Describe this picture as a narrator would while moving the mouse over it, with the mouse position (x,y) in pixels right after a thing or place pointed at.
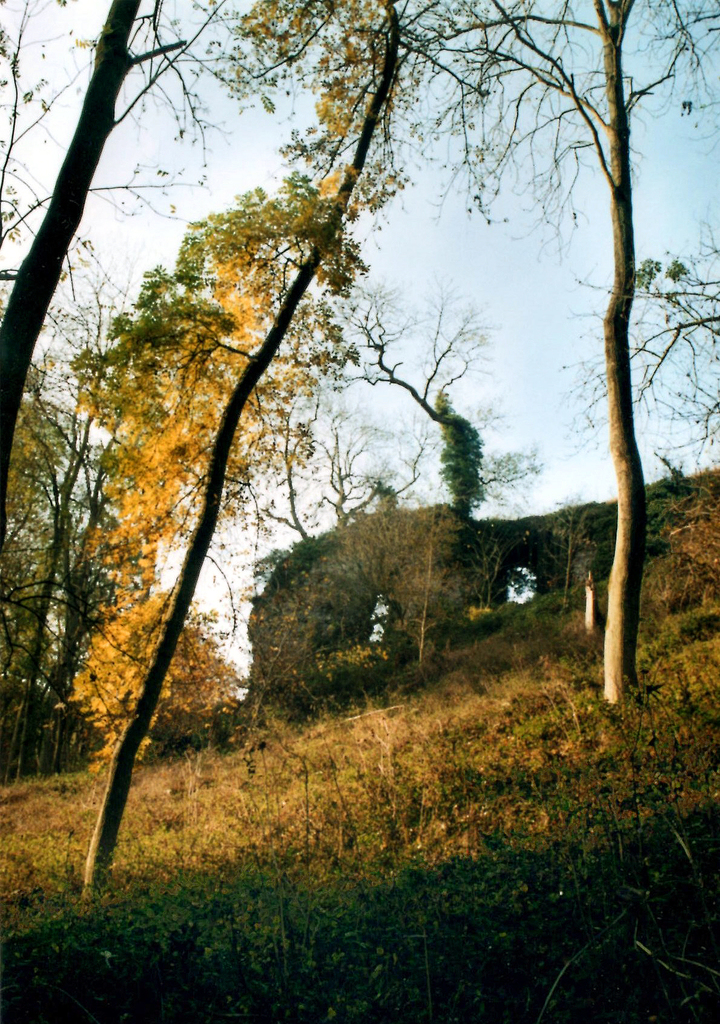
In this image we can see a building (353,600), trees (201,386), sky (530,367) and grass (662,728).
